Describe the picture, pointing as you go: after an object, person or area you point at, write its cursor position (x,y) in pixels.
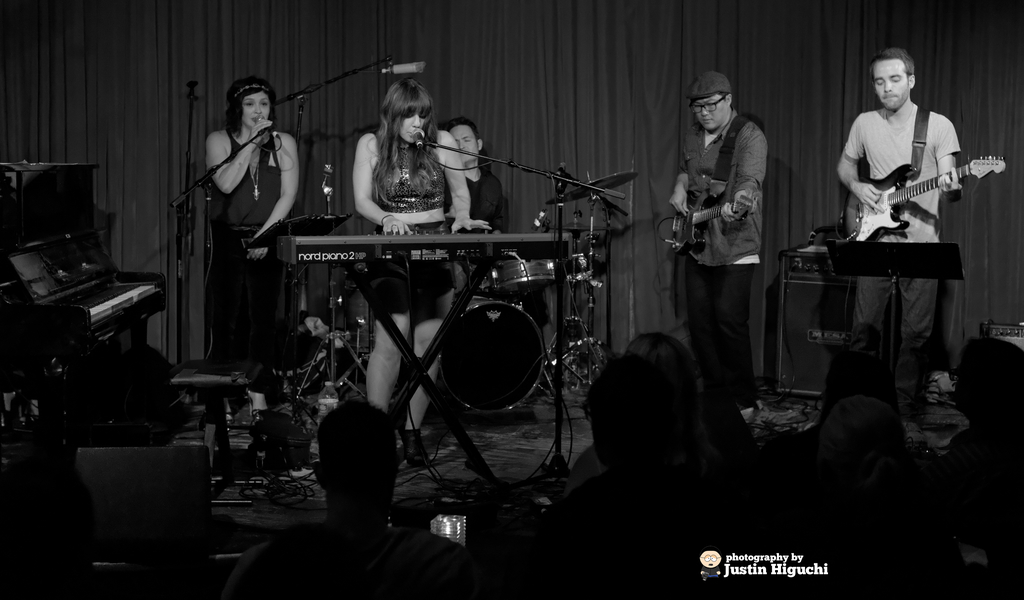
This is black and white picture. Here we can see some persons (403,165) standing on the floor (442,459). And she is singing on the mike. Here we can see two persons (726,229) playing guitars (730,216). On the background (661,84) we can see a curtain (560,97). And this is piano (132,307).
